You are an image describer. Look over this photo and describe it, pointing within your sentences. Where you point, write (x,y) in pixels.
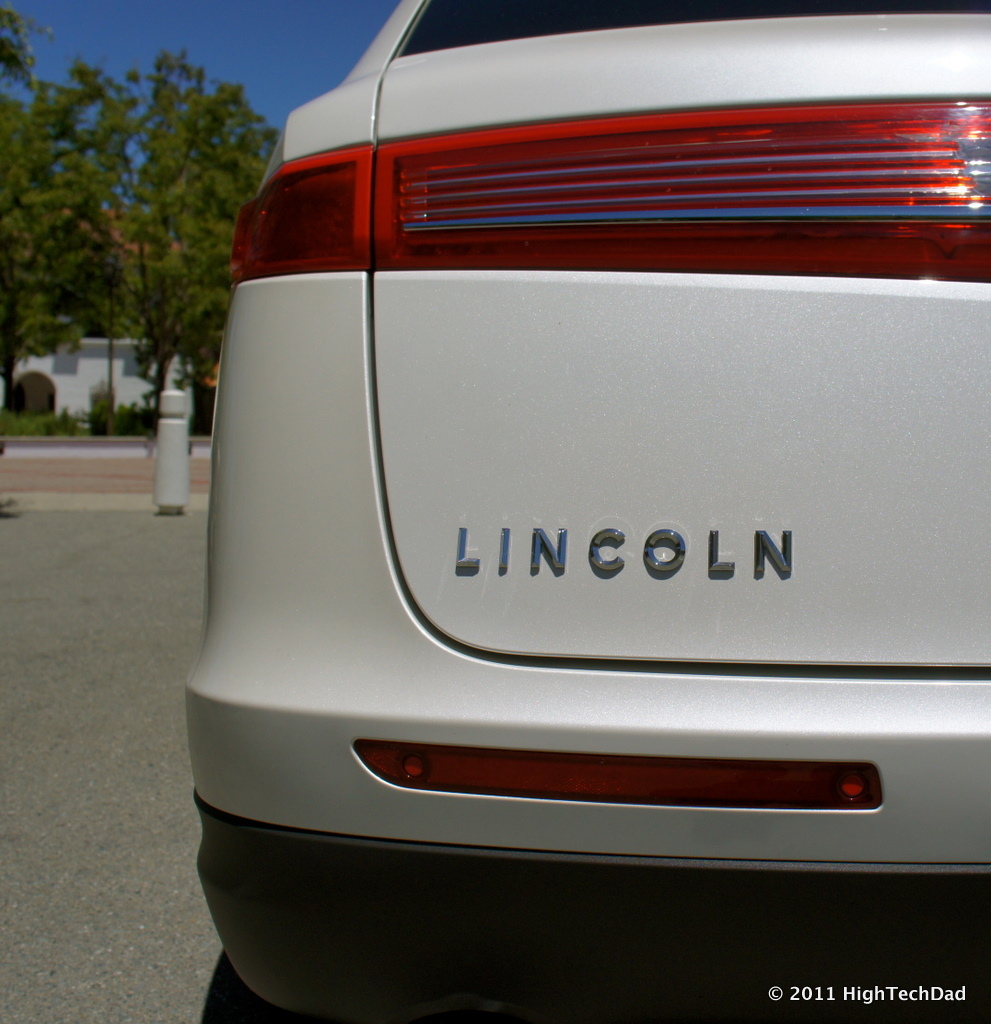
In this image there is a car (472,704) beside that there are some fencing poles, trees (179,347) and buildings (118,388).
